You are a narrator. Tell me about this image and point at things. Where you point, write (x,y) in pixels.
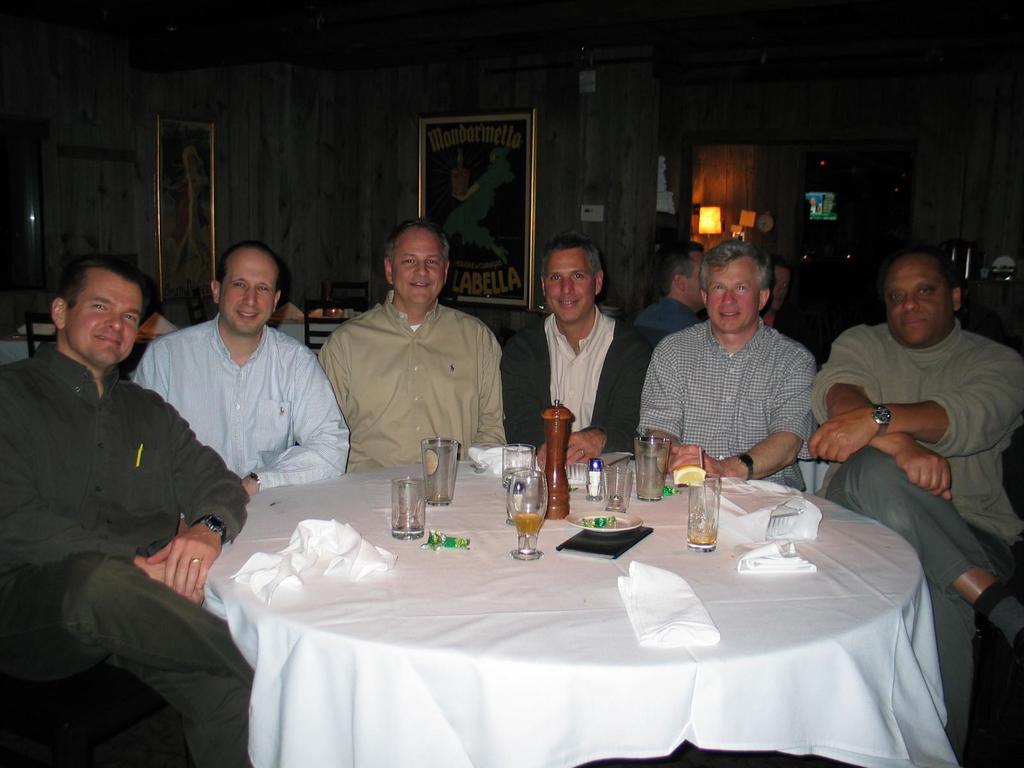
some people (152,511) are sitting on the chair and looking to the camera in front of them there is a table (468,607) which is covered with cloth (809,619) on the table (770,590) we have some glasses (657,496) which are filled with liquid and some tissues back side we can see two Frames (498,168) and some few people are sitting.
